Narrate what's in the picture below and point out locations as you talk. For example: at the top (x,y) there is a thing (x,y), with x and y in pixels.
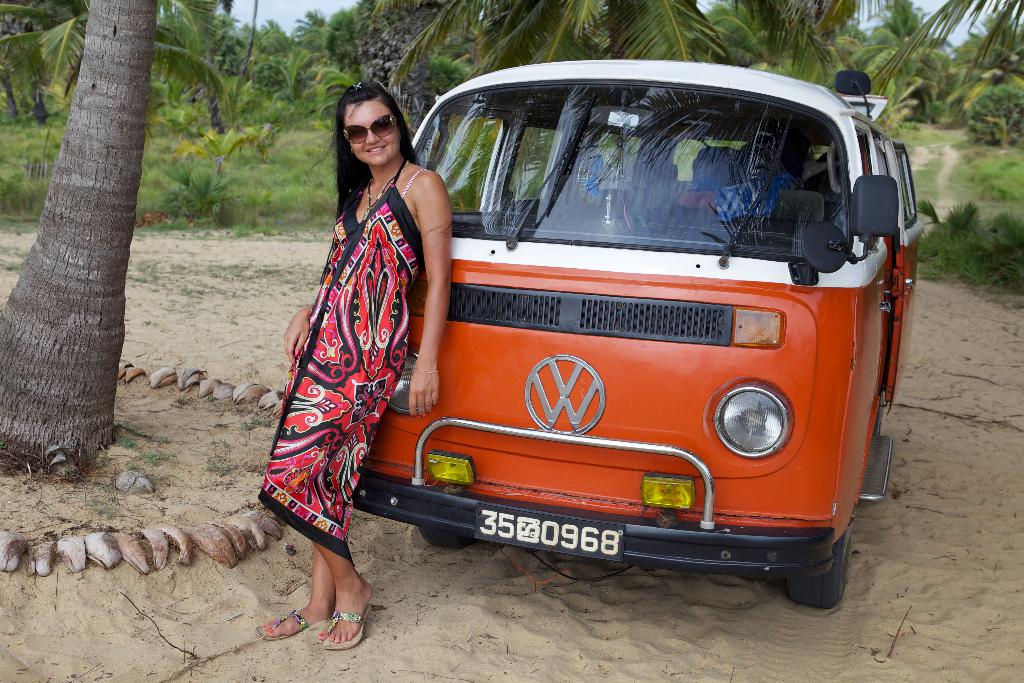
In this picture I can see a woman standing and smiling, there is a vehicle (545,247), and in the background (965,52) there are trees (340,10) and there is the sky (881,2).
